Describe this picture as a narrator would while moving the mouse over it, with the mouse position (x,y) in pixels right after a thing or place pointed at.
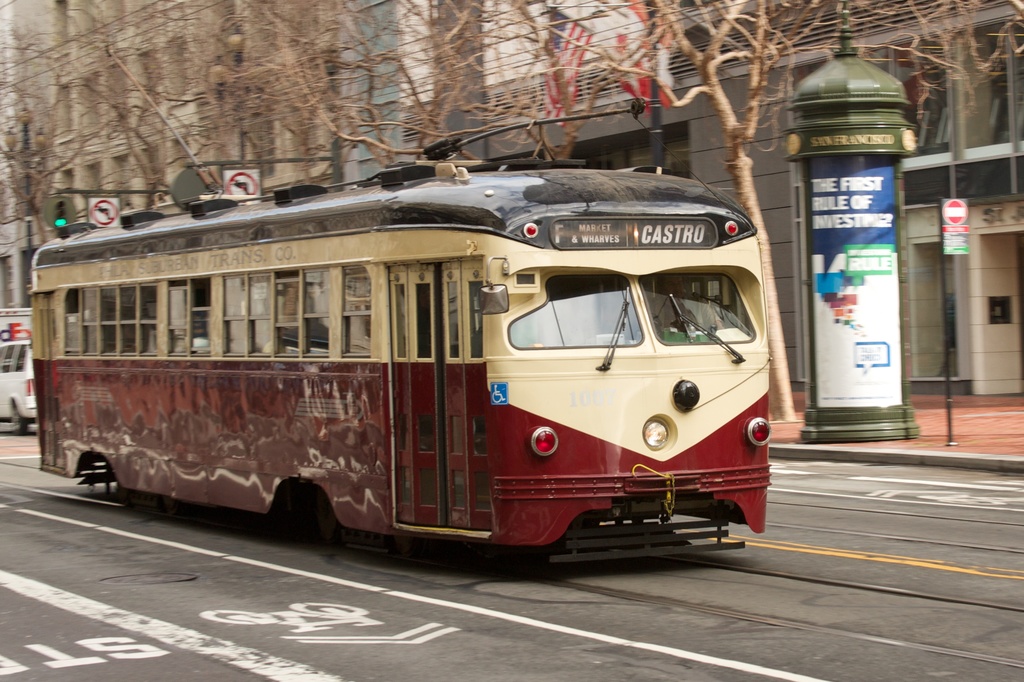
In this image in the center (637,417) there is one vehicle (472,442), and in the background (23,378) also there is one vehicle (21,402). At the bottom (340,556) there is a road (291,564) and in the background (461,74) there are some trees (678,37), buildings (537,92), flags (566,50), poles (28,210) and one box (855,192) beside the box (875,355) there is one pole (946,275) and board (948,228).
